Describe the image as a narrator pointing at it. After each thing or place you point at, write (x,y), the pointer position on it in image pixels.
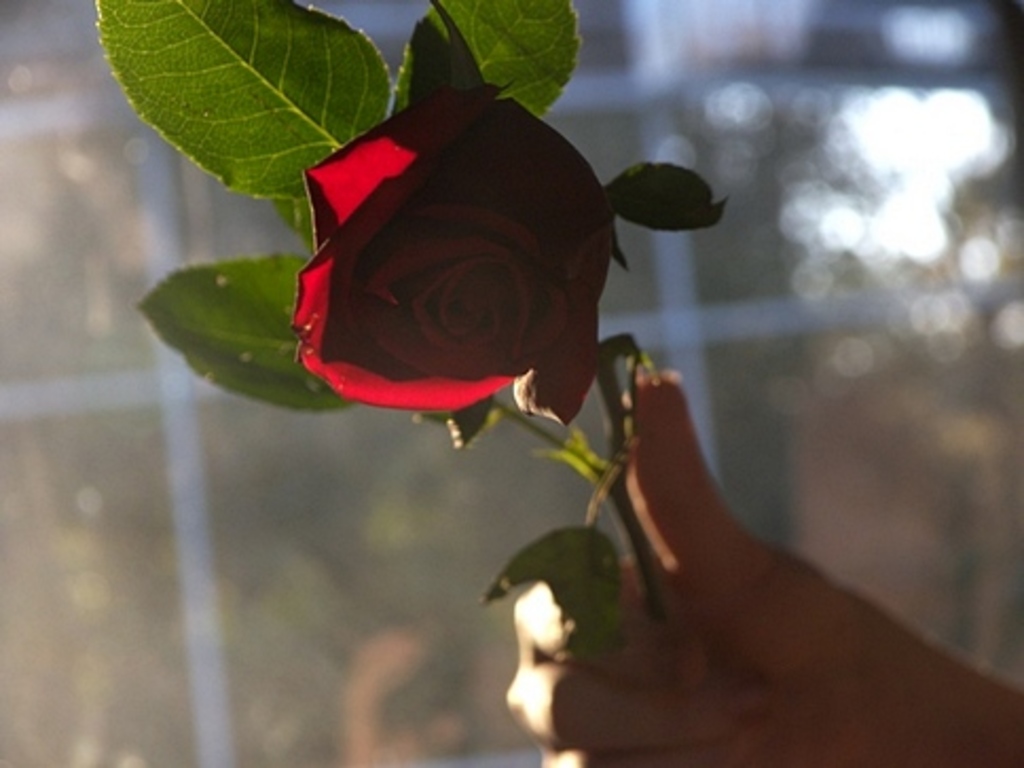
In this picture there is a person (638,605) holding the rose (462,234) and there are leaves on the stem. At the back (73,448) it looks like a window (1007,287).
